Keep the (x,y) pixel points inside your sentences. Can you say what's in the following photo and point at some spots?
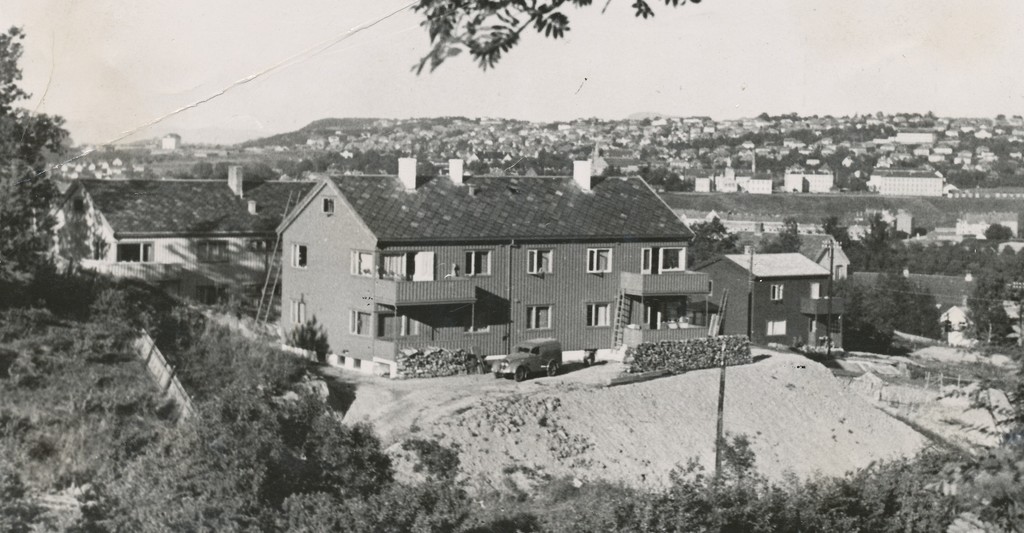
In this image I can see number of buildings (788,182), number of trees (256,500) and in the center (556,342) I can see a vehicle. I can also see few ladders (283,221) near to the front building (389,213) and I can see this image is black and white in colour.
